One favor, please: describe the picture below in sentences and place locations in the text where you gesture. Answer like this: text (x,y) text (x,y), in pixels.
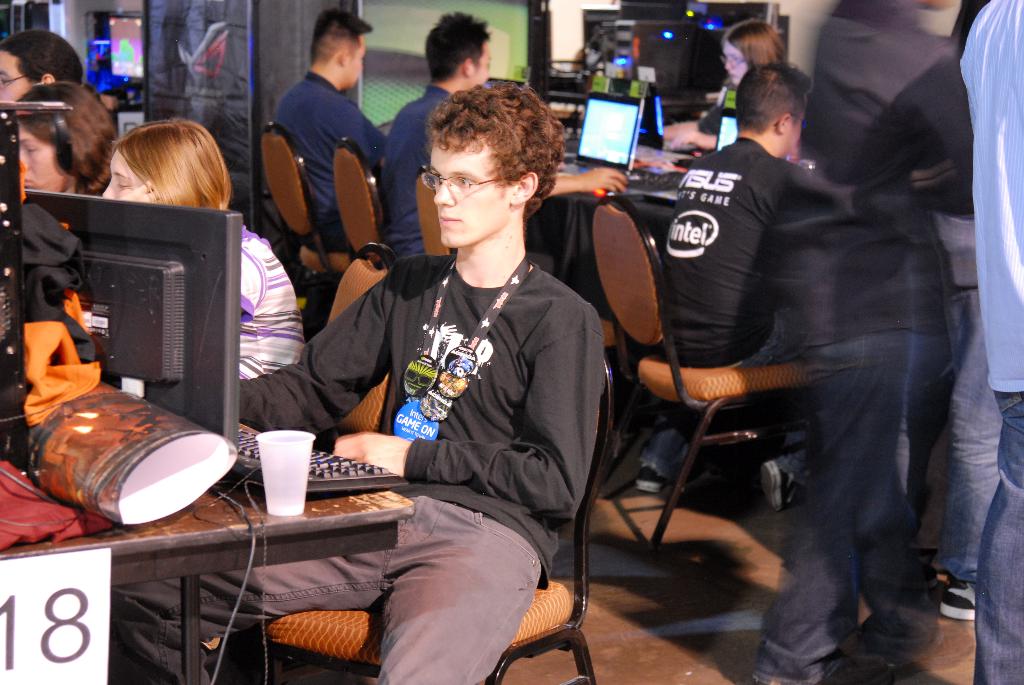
This image consists of so many persons (91,107). They are sitting on chairs (383,394). There are tables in front of them. On that table (227,484) there are computers (108,361), glasses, laptops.
